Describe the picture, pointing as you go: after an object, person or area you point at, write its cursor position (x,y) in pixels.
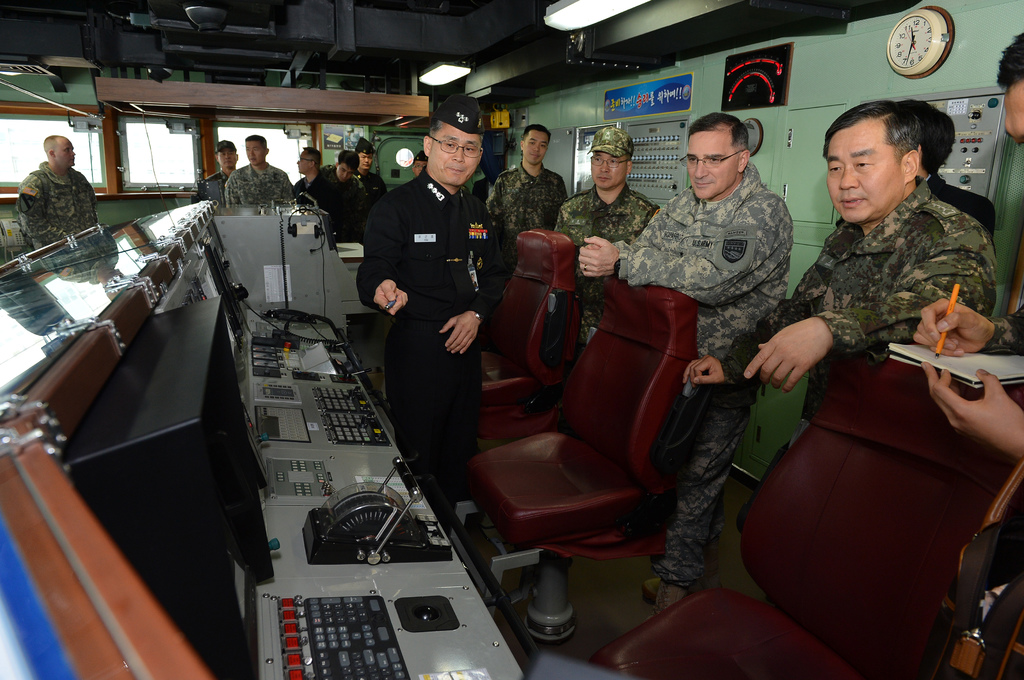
As we can see in the image there are few people (465,219) standing, Clock (901,53), chairs (699,667) and electrical equipment (227,384).
